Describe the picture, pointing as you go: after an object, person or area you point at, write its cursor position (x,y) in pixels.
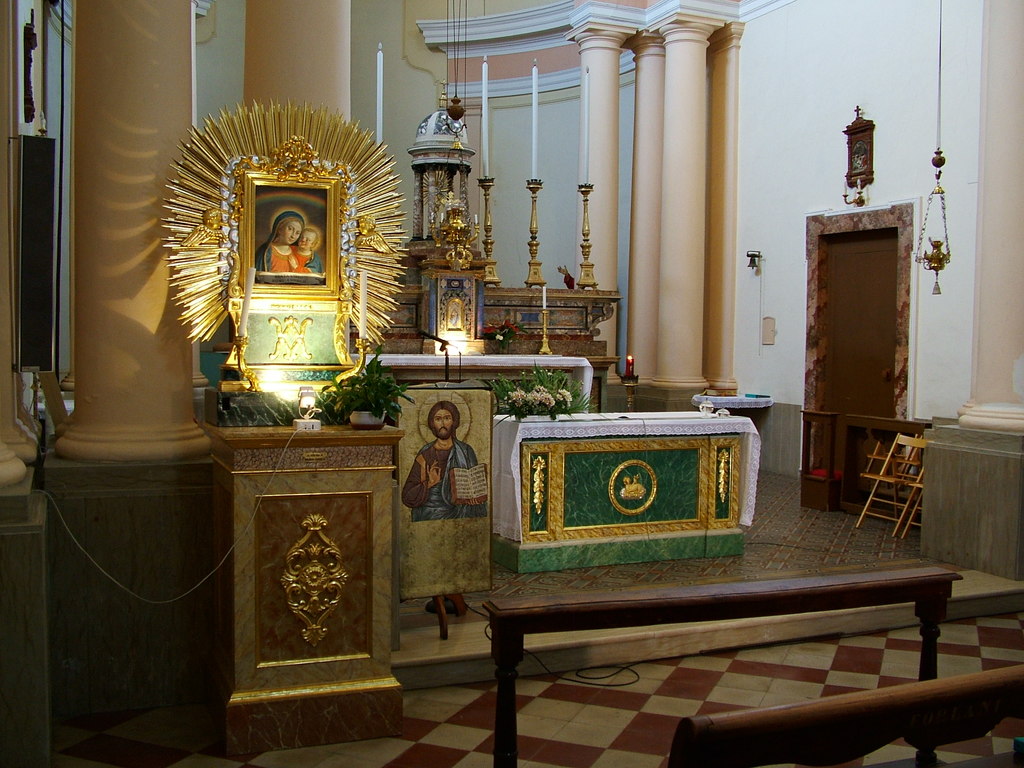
In this image we can see wooden stands (671,608). Also there are pillars (730,166). And there is a stand (343,491). On that there is a photo frame (296,279). Also there is flower bouquet (536,411). And there are candles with stands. Also there is a painting (466,475). And there are few objects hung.
